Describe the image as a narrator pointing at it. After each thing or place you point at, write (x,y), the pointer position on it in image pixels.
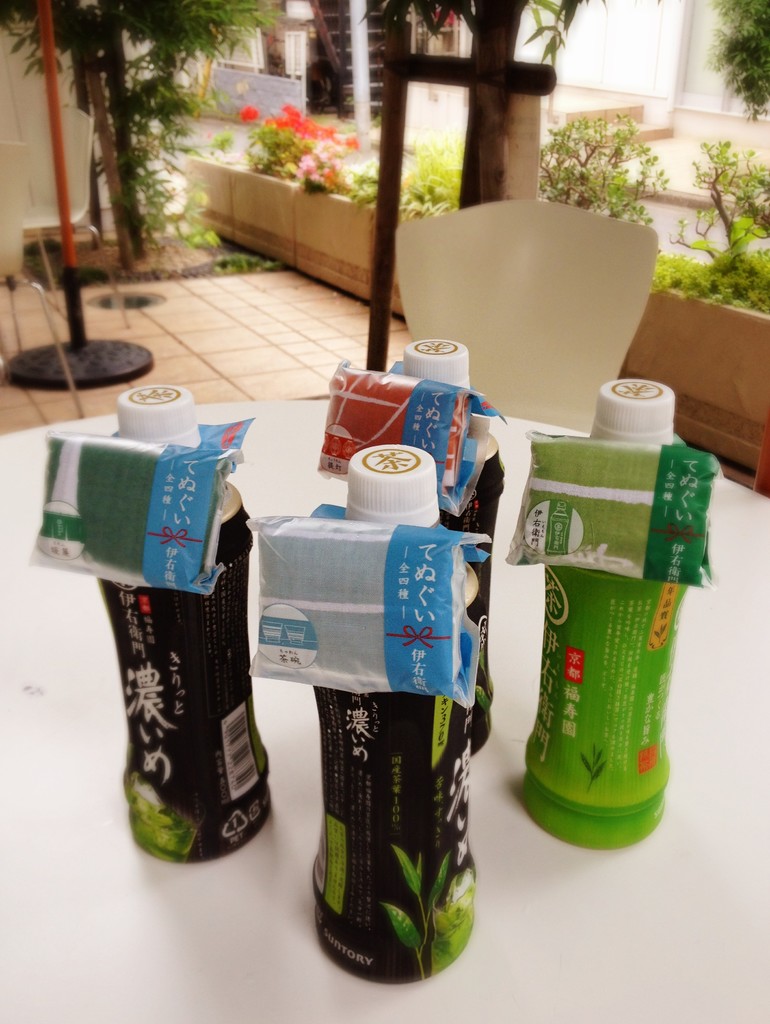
Here we can see a group of bottles (447,521) on the table (91,601), and in the background (108,114) here is the tree (101,122), and here are the flower pots (419,187).
